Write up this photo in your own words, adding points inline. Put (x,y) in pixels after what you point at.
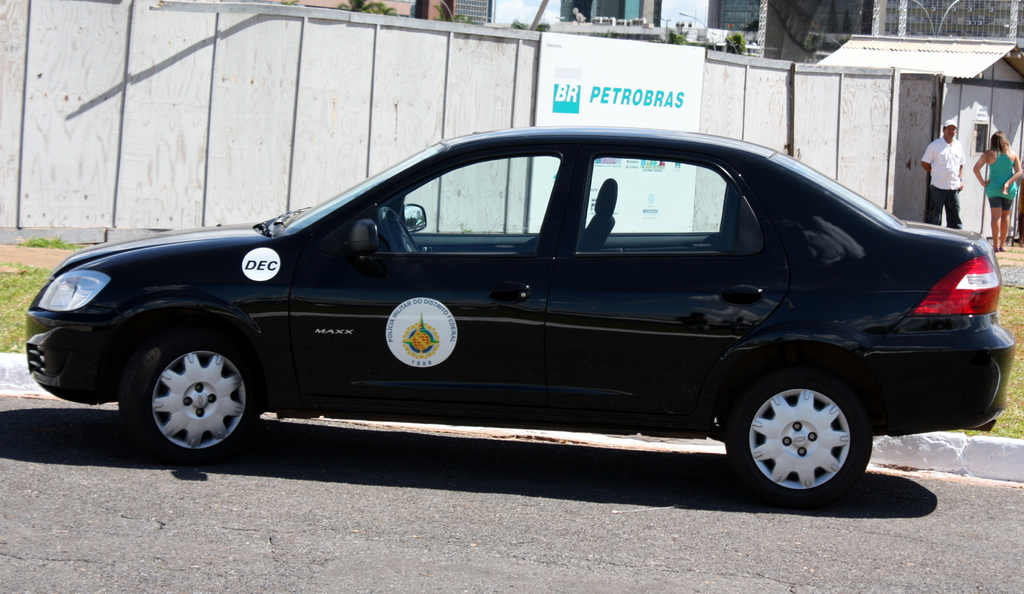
In this image I can see the car (844,423) on the road (566,476). To the side of the car (492,287) I can see the board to the wooden wall (360,111). To the right (951,147) I can see two people (940,170) with different color dresses (943,179). In the background (902,51) I can see the shed (841,50), few plants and the buildings (592,6).
